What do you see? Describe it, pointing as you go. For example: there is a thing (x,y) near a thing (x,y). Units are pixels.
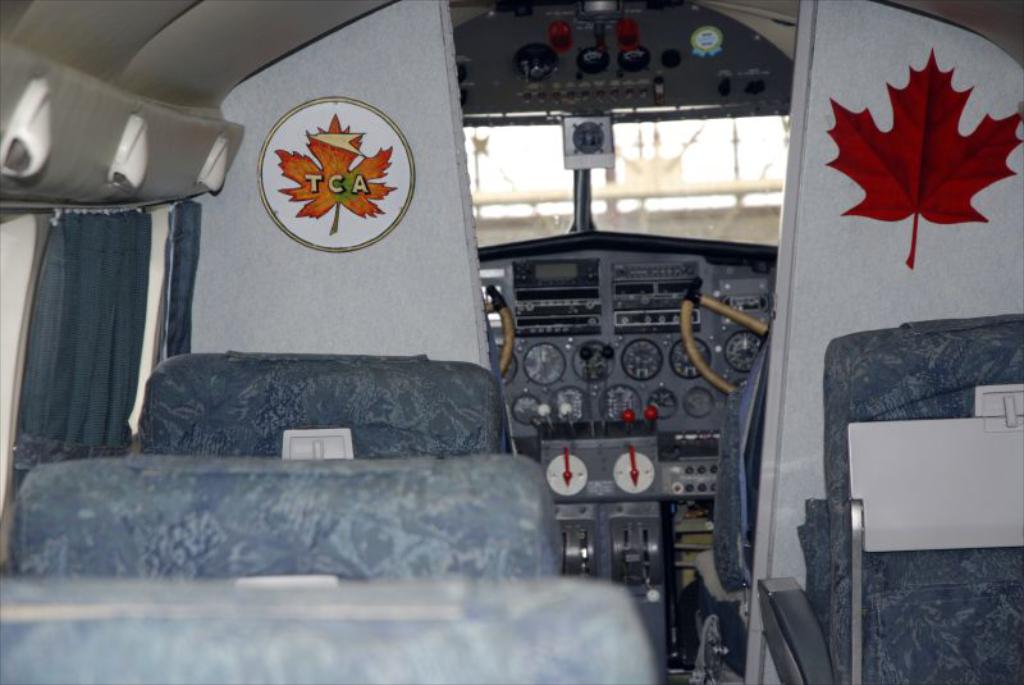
In this picture I can observe an inside view of an airplane (489,367). I can observe seats (226,471). There are curtains (135,307) on the left side (97,247). In the middle of the picture (573,304) I can observe a cockpit (567,359).
